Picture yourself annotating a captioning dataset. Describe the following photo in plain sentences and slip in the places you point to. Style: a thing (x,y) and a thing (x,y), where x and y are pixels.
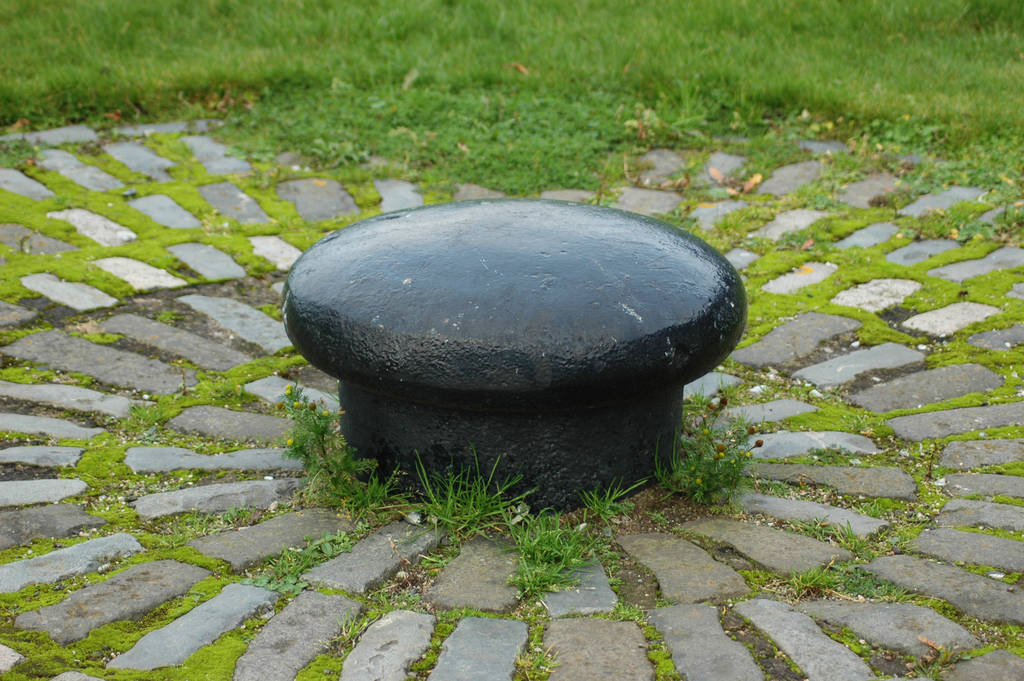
At the center of the image (557,388) there is a rock structure (439,333). Around the rock structure (374,271), there is a surface (379,202) of the rocks (64,135) and grass (234,79).
